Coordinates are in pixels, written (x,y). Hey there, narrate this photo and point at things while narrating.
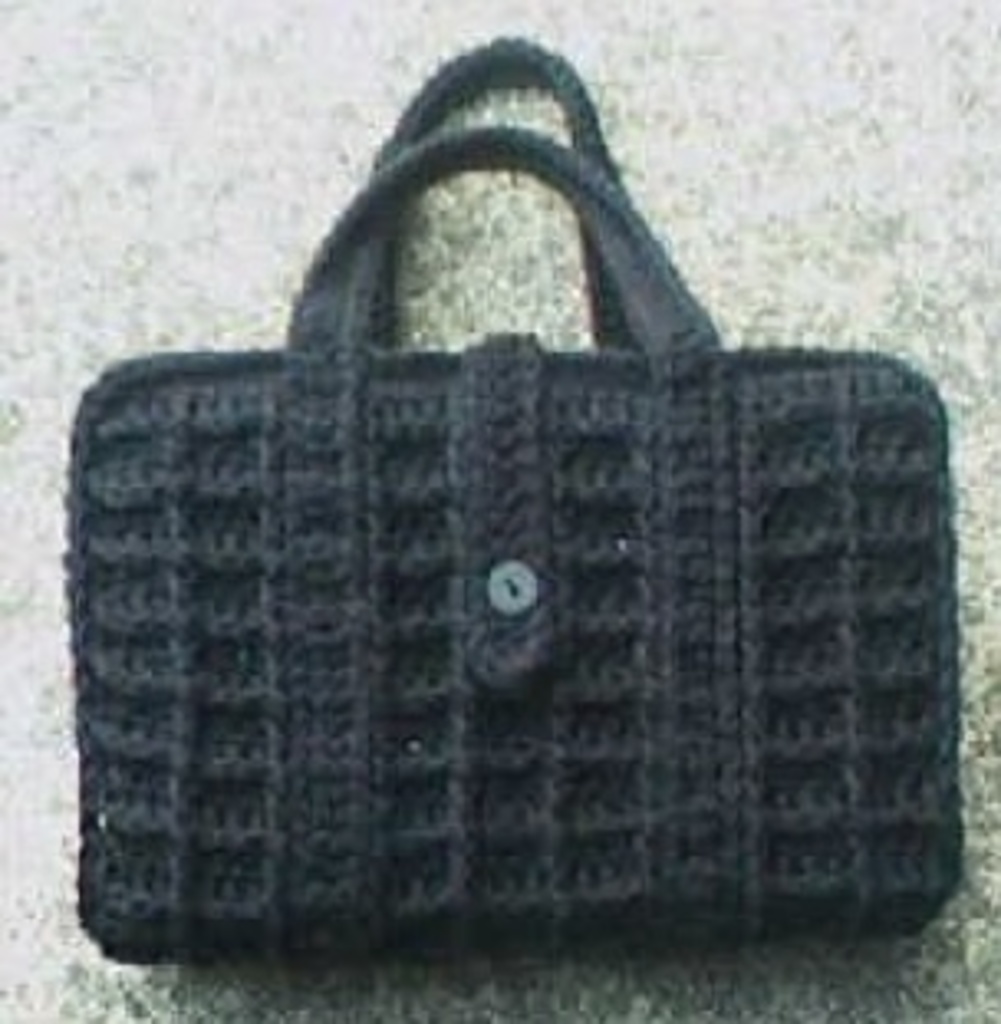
This is the picture of a hand bag (589,648) on which there is a button (503,607) in ash color.
